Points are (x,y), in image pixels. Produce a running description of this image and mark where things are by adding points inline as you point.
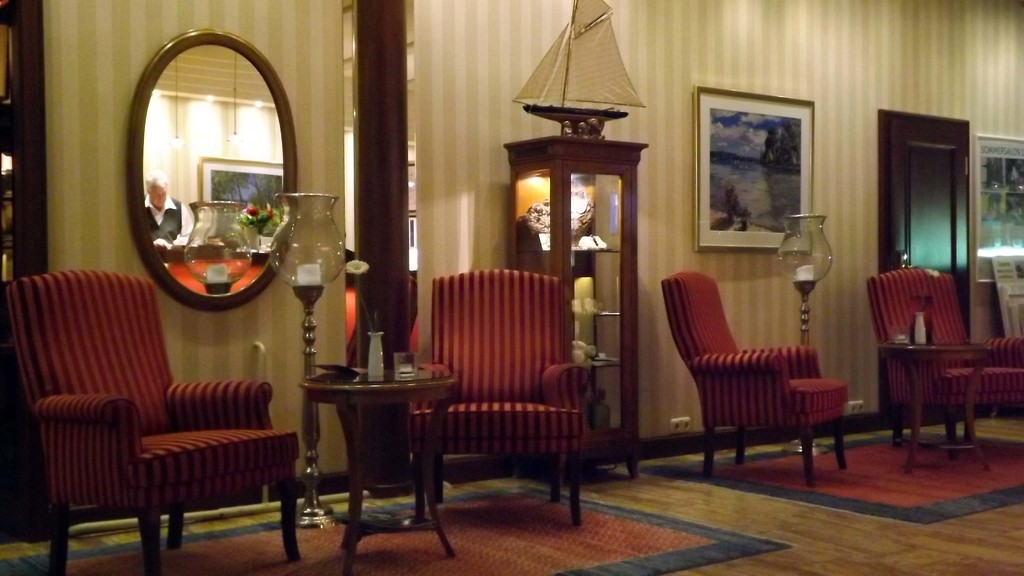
In the left side (279,112), there is a mirror (241,184) on the wall (342,446) and these are the chairs (499,397).
